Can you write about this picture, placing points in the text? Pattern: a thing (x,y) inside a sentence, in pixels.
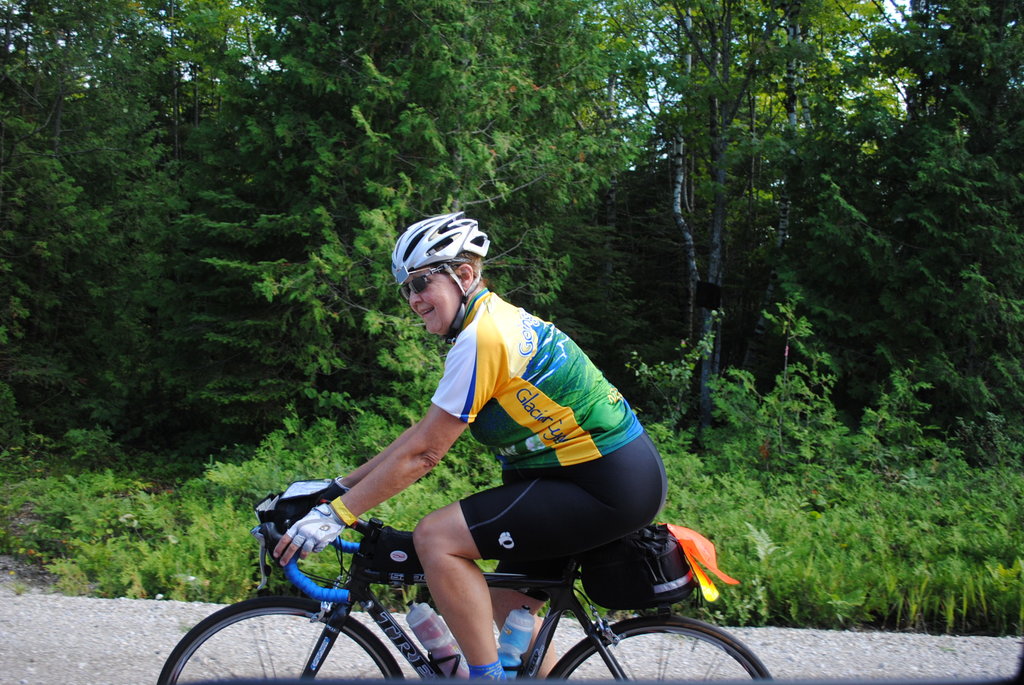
In this image in the center (387,456) there is a person (503,521) riding a bicycle (351,586) and smiling. In the background (354,100) there are trees (807,375).
